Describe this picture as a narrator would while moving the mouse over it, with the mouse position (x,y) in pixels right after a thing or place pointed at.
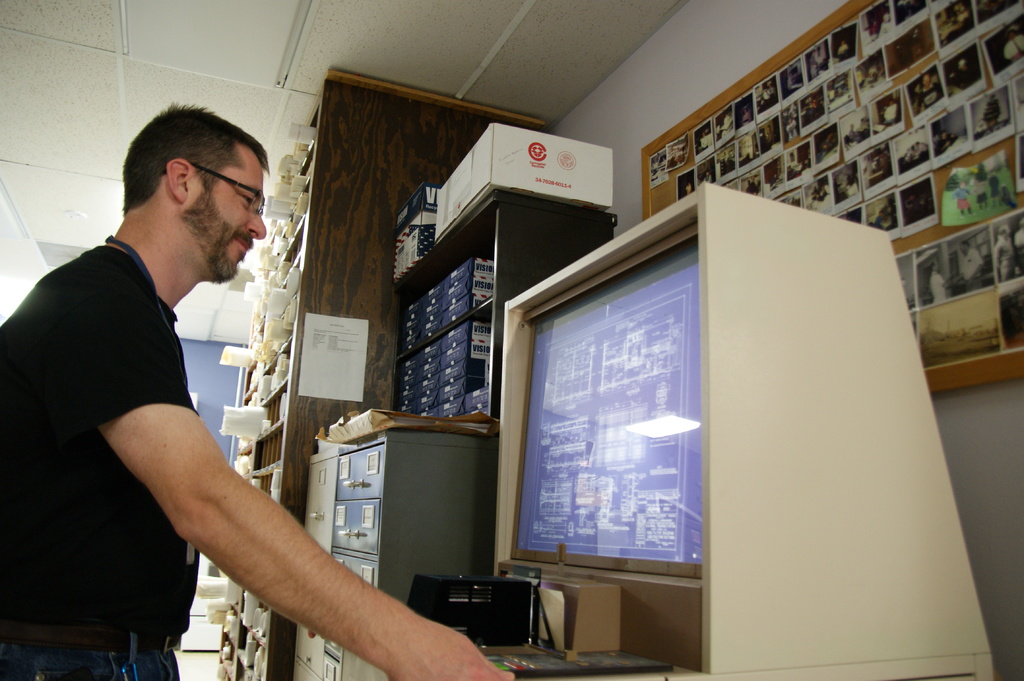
In this image I can see the person (74,491) standing and wearing the black color dress (96,432). In-front of the person (199,243) I can see the machine (507,538). To the side I can see the cupboards (322,473) with some objects (336,424). I can also see the boxes (534,145) on the cupboard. In the background (720,102) I can see the frame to the white wall (722,64).
